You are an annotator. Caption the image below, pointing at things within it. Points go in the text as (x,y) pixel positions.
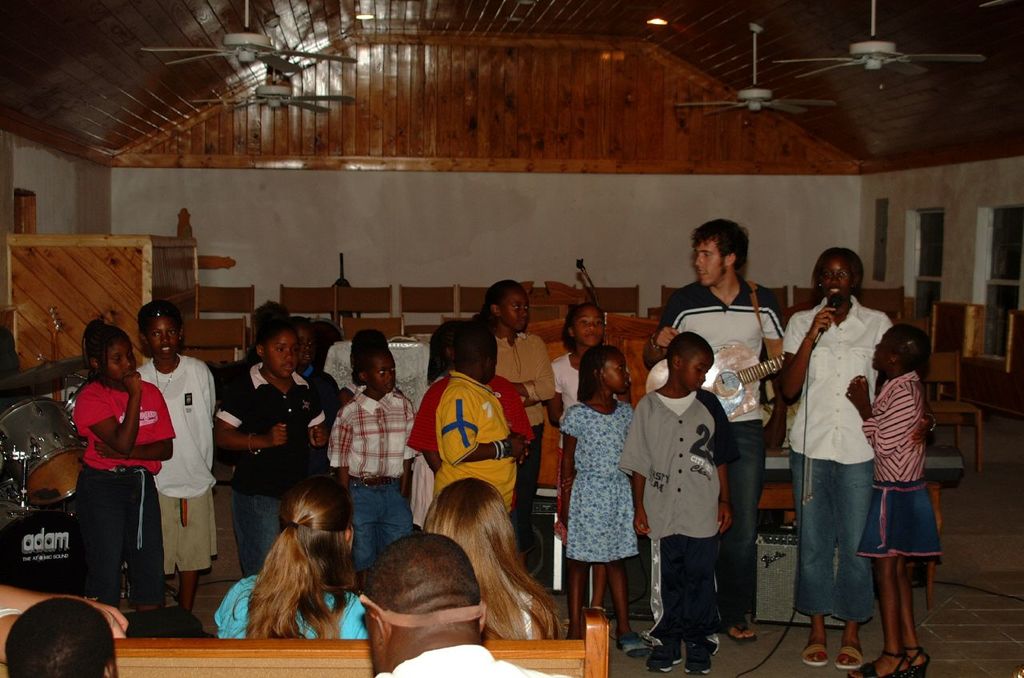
This is an inside view picture. Here we can see few benches (221,666) and few persons (342,621) are sitting on it. This is a floor (962,512). These few persons (882,382) standing and singing. These are the drums (37,444). These are the fans (859,61) over a ceiling (526,29). We can see a wall (508,238) on the background (589,238). these are the windows (933,257) at the right side of the picture (1011,283).
